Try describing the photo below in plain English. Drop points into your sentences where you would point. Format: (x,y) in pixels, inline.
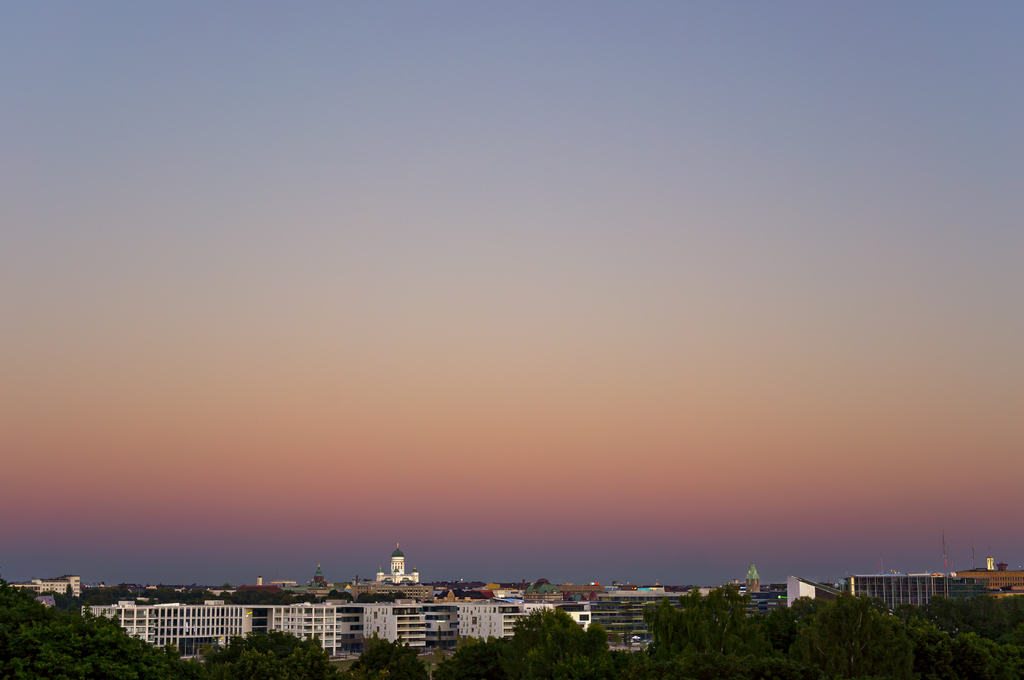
This picture is clicked outside the city. In the foreground (713,658) we can see the trees (867,677). In the center (588,261) we can see the buildings (293,630) and the towers (394,563) and the sky (846,367) and many other objects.
